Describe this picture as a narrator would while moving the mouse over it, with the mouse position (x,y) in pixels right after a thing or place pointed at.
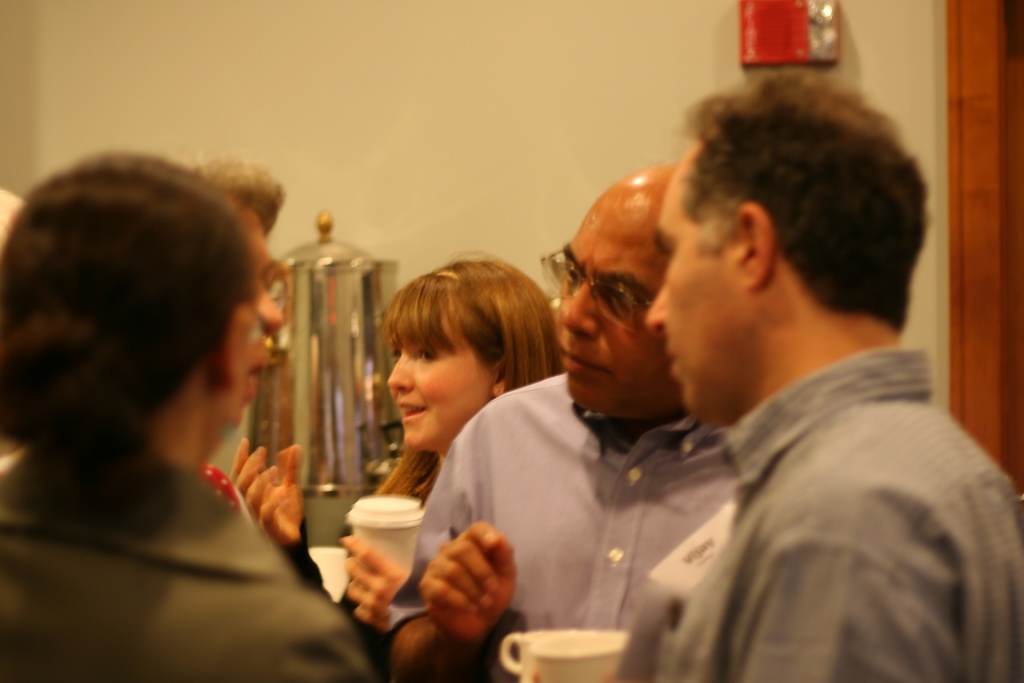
In this image we can see a group of people (829,545). Two persons (569,488) are holding cups (404,541) in their hands (460,614). In the background (324,366), we can see a container (313,264) and a box (746,13) on the wall (840,53).
